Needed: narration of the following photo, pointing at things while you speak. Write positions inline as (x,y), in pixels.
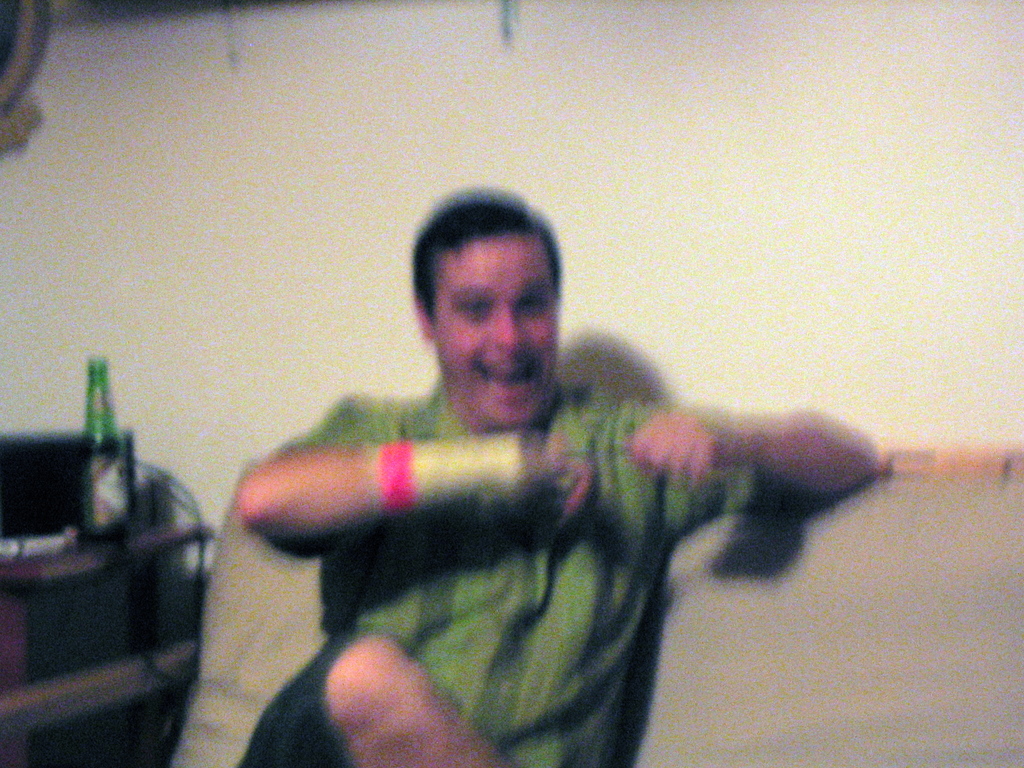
In this image we can see a man (533,536) wearing green color shirt (498,637) and sitting on the sofa (739,600). In the background (262,28) we can see the plain wall (516,167). On the left (102,454) there is a green color bottle (104,491) on the wooden counter (136,575).
